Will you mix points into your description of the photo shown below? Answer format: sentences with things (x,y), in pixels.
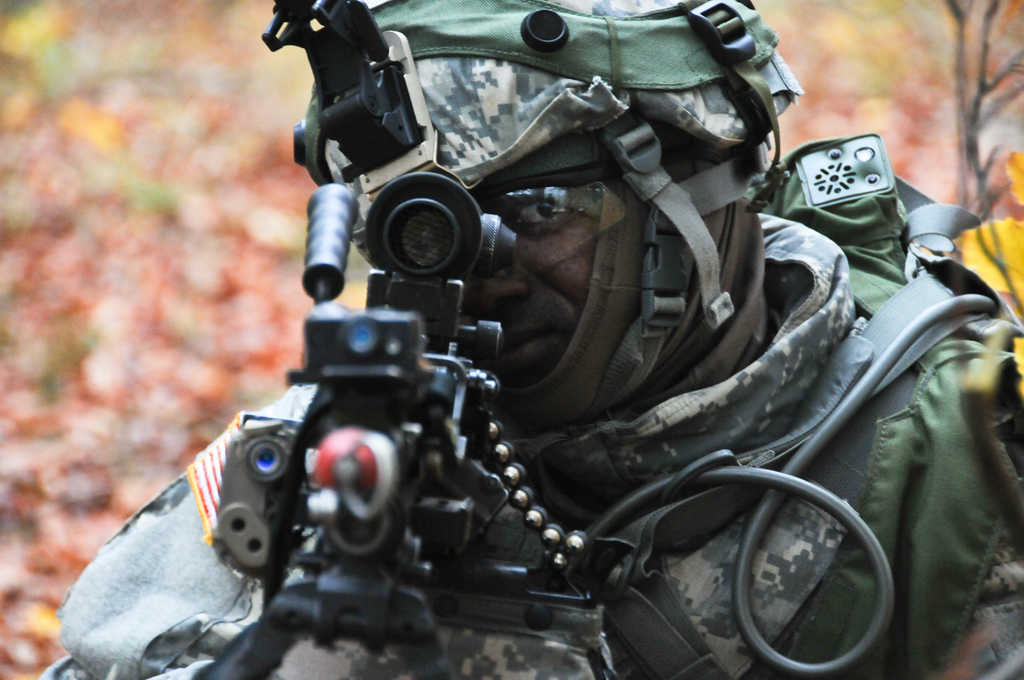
In this picture we can see a person (917,392), gun (414,642), bullets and in the background (188,190) it is blurry.
